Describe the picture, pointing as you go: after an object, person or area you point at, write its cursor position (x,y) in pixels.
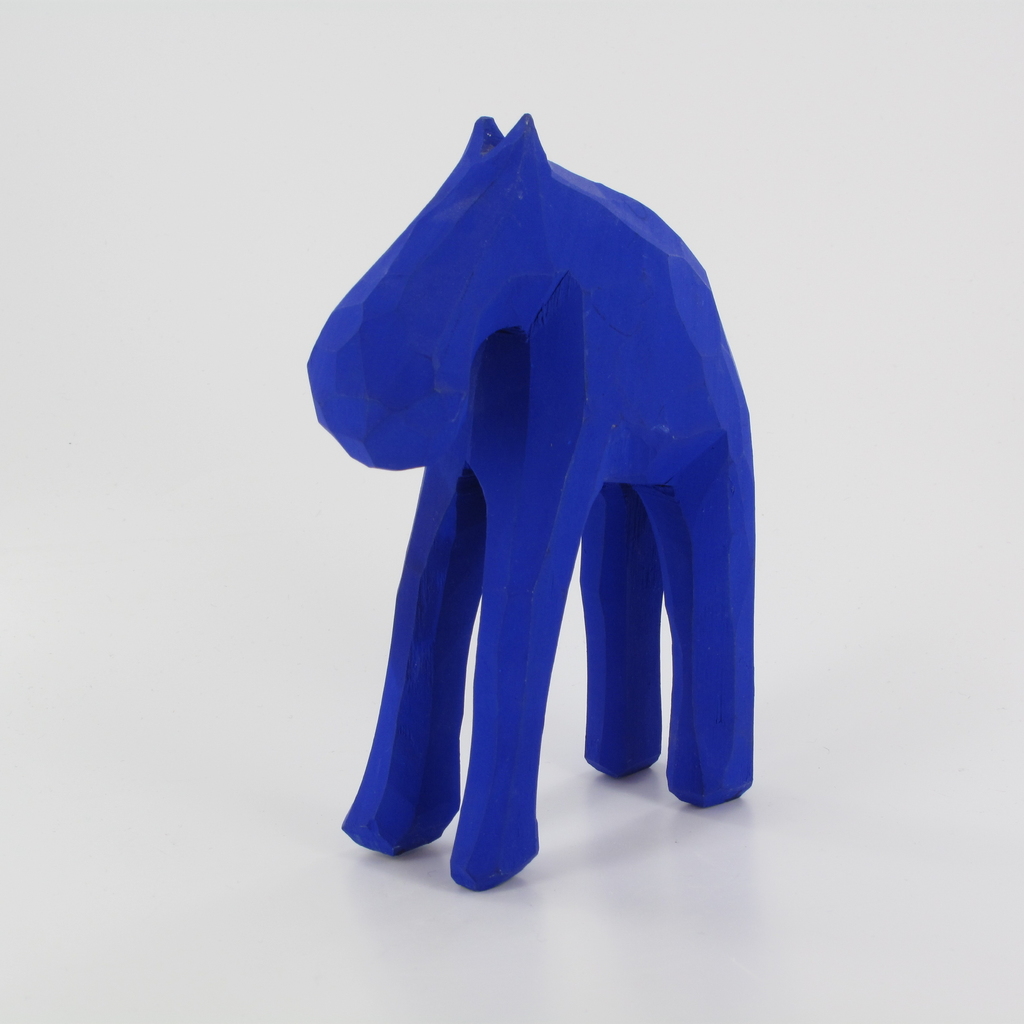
In this image there is one object (508,685) is kept as we can see in middle of this image (588,597), which is in blue color.
